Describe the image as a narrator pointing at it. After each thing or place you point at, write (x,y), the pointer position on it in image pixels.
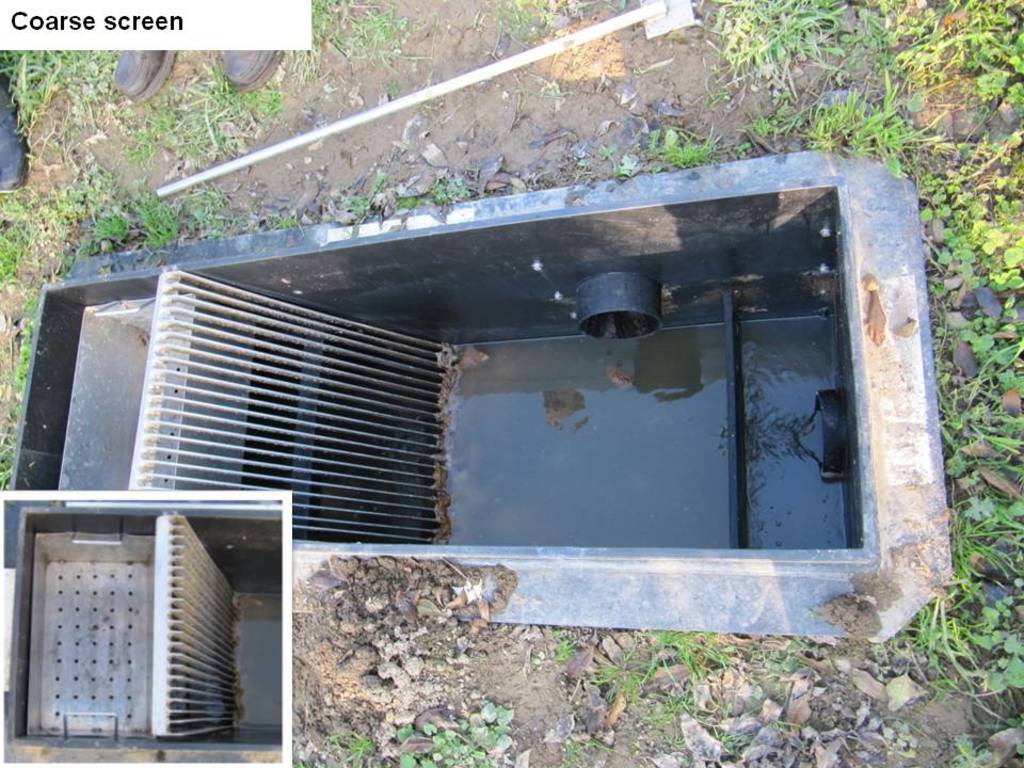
In the picture, there are two drainage (162,538) both of them are kept open and around the drainage (213,246) there is some grass (779,114).
